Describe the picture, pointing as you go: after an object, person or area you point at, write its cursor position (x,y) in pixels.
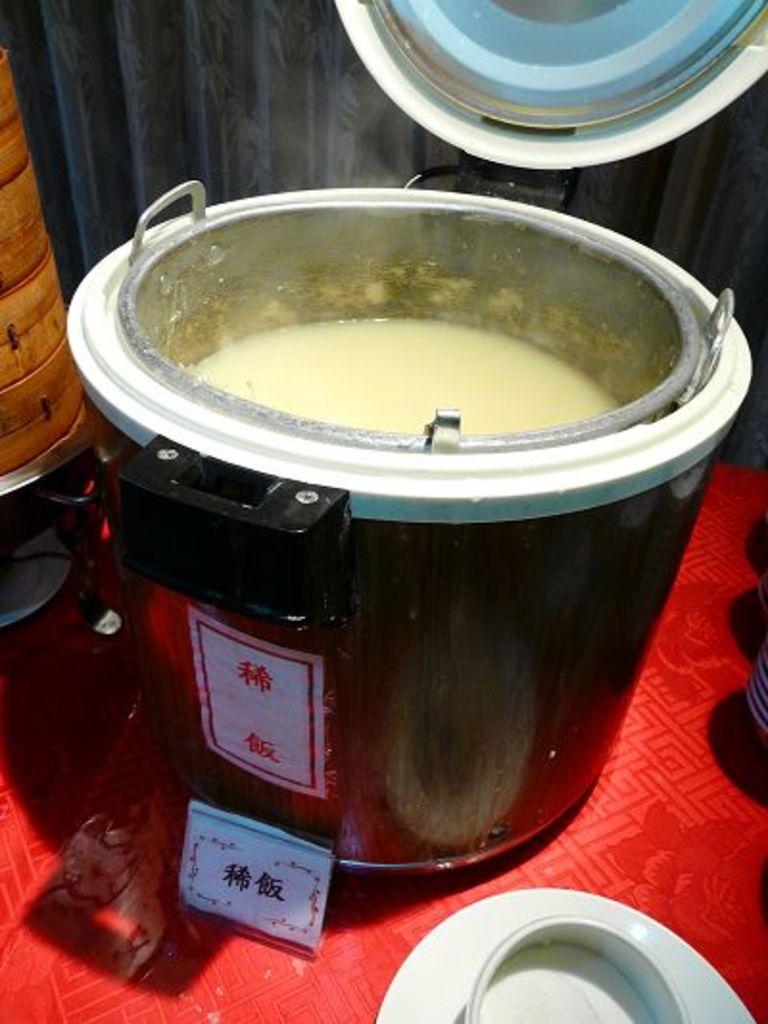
In this picture we can see a steel vessels (327,581), in which we can see some thing (359,400), around we can see few objects (573,966) are placed.
